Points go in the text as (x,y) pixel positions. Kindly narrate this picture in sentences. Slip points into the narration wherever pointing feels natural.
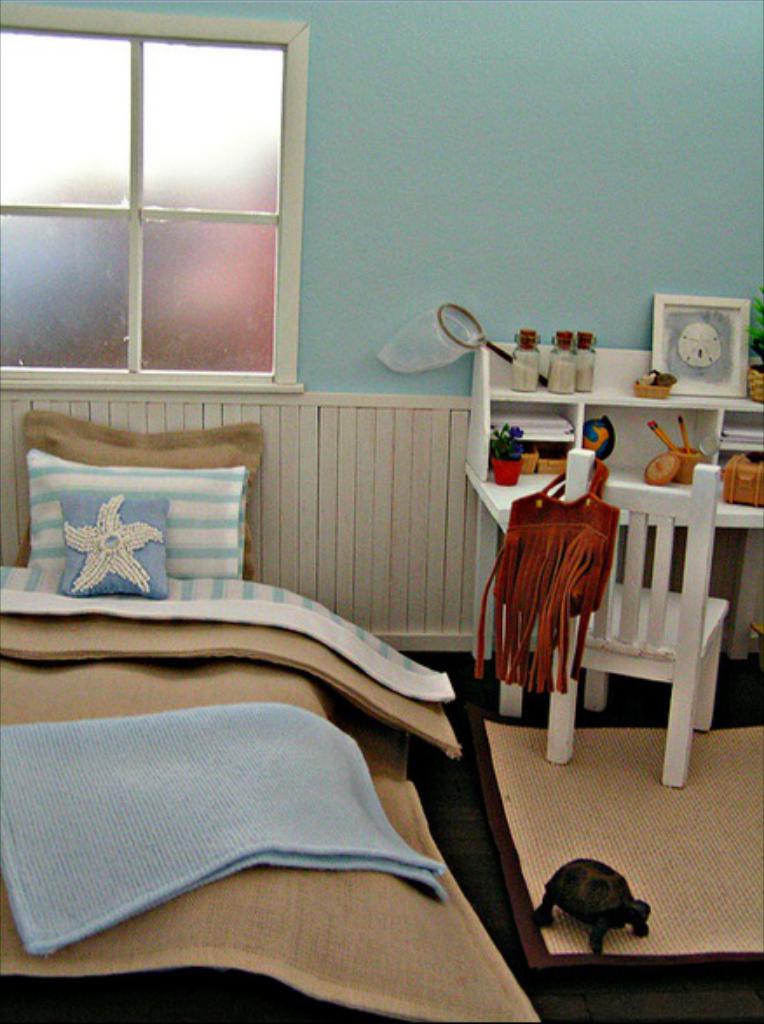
In this image I can see a bed (16,589) and few cushions (197,490) on it. I can also see a bag (517,642), a chair (616,552) and a desk (751,420). On this desk (572,406) I can see few plants (511,432), few jars (585,334) and a frame (737,383).
